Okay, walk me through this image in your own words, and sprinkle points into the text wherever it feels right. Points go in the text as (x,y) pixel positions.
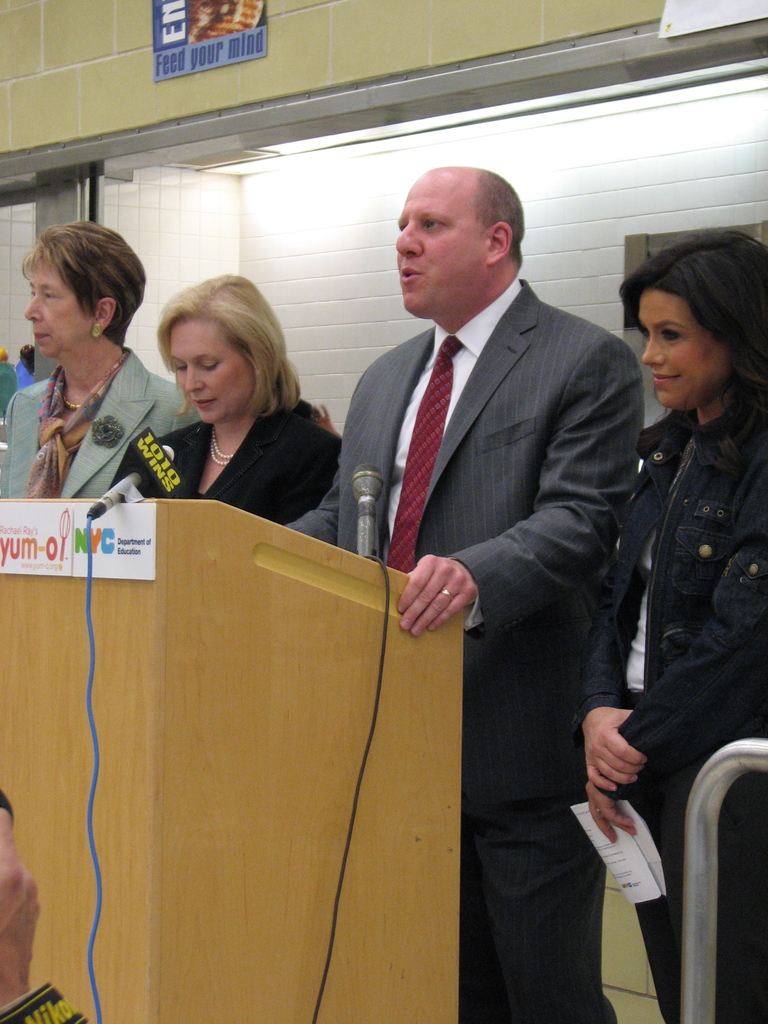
The picture is from a conference or a meeting. In the foreground of the picture (470,449) there is a man (492,460) in suit (500,528) standing in front of a podium (160,731) and talking. On the podium (165,540) there are two mics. On the left (120,406) there are two women (128,413). On the right (702,652) there is a woman (717,583) in black jacket (700,556). In the background (304,184) there is a wall (239,198) and a light (350,146). At the top (223,58) there is a poster (216,36). On the left (6,917) there is a person's hand (20,882).
